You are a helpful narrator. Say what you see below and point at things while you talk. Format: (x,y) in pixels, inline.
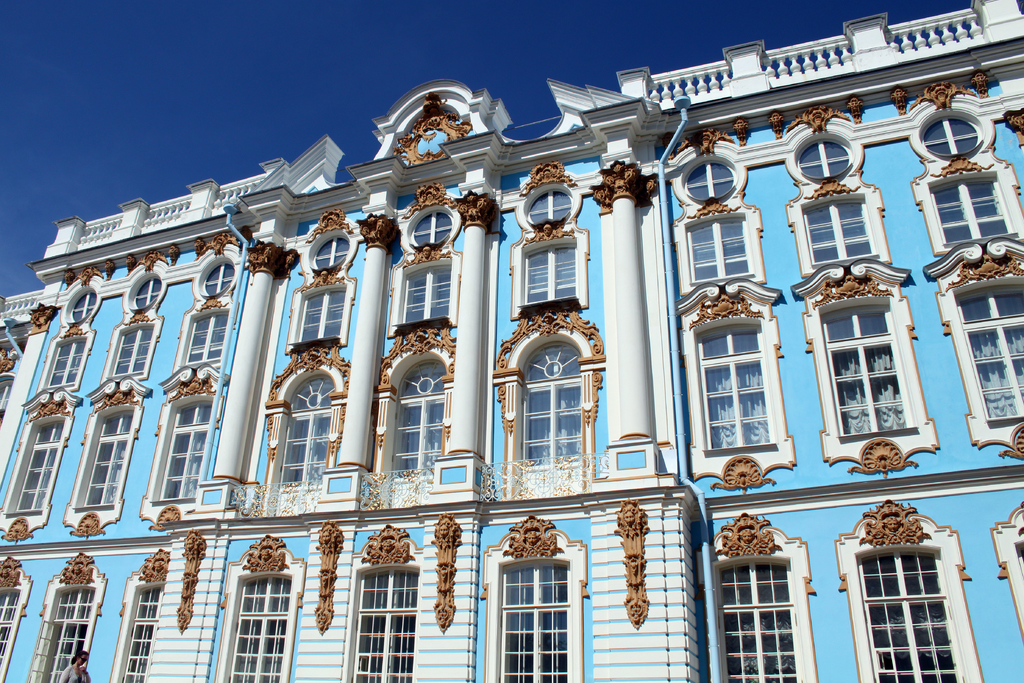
In this image I can see a building (563,245) in white and brown color. Background (140,84) I can see sky (194,66) in blue color.
